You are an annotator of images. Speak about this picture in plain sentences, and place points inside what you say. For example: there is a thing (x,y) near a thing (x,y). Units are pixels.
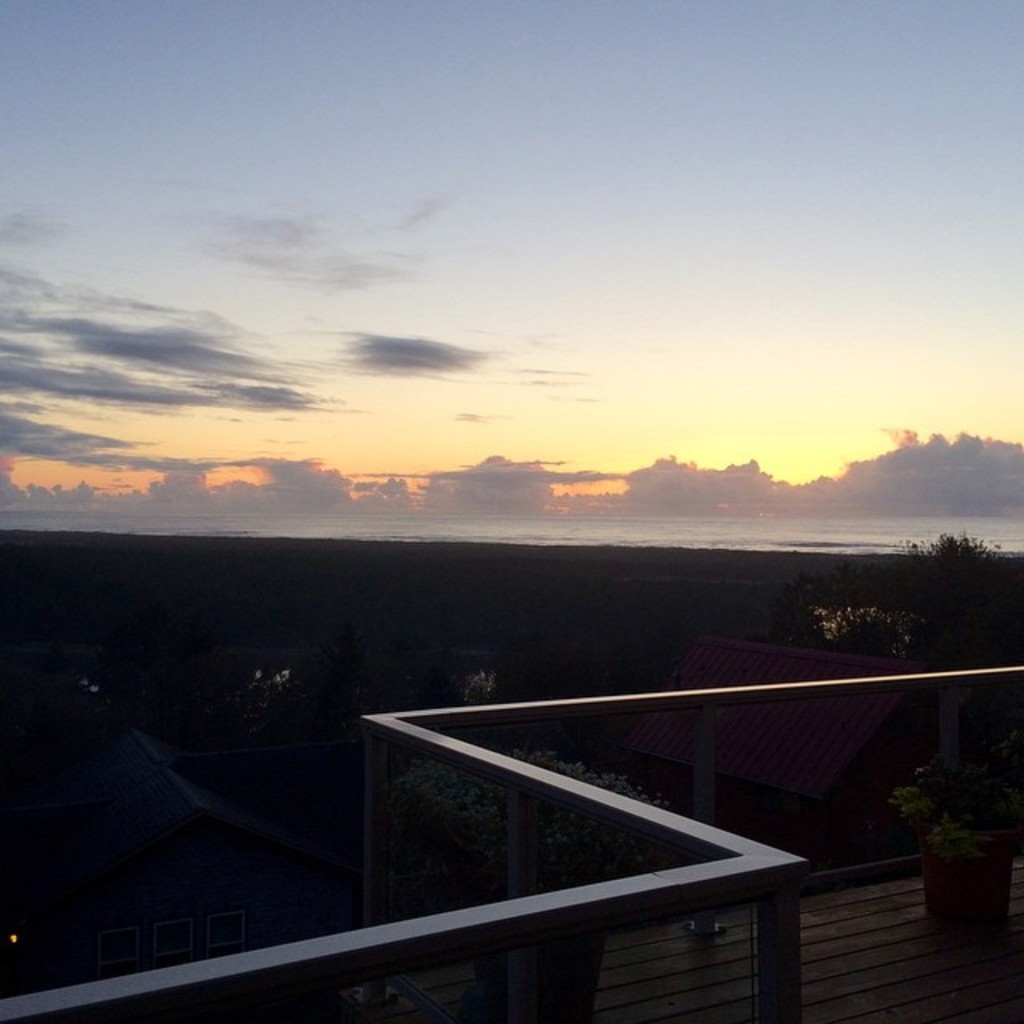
In this image I can see the railing (365,785), few trees (394,827), the roof (813,729) which is red in color and in the background (856,594) I can see the water (742,545), few trees (960,559) and the sky (466,270).
